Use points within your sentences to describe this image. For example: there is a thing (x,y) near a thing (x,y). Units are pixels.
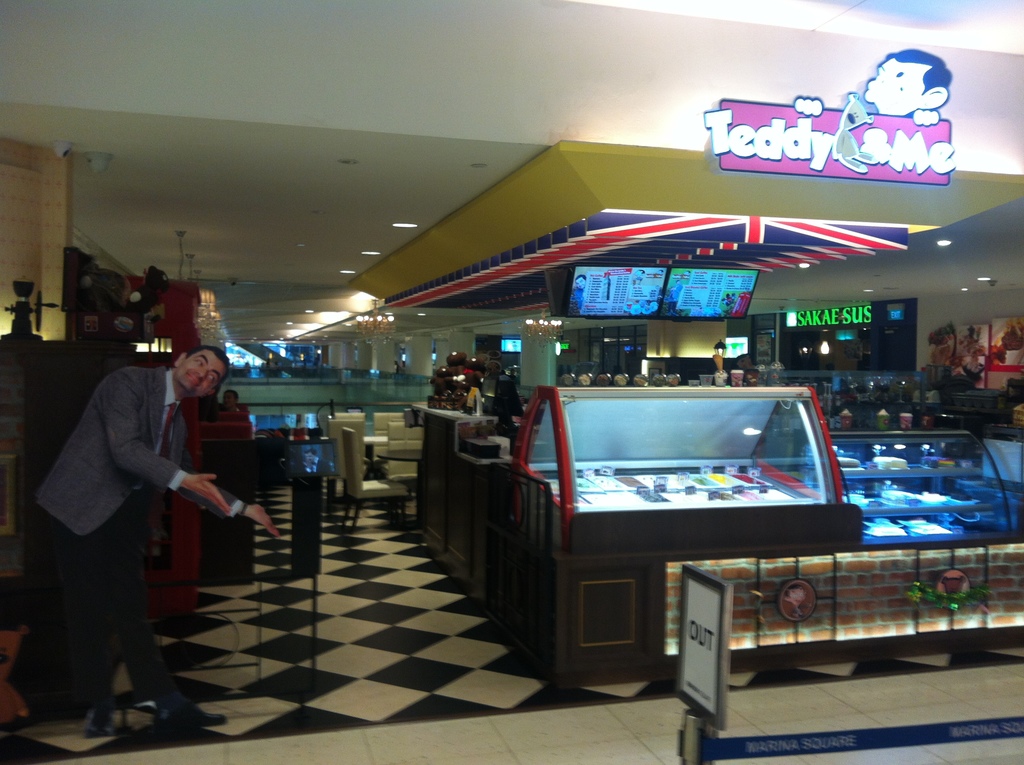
In the image there is a man (113,425) standing on the left side (113,395), on the right side (746,501) there are cakes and ice creams (623,486) inside a glass table (860,483), it seems to be a bakery (512,211) and behind it there are dining tables (375,454) and chairs (355,474), there are lights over the ceiling (795,281) with a screen (648,287) and in the back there are escalators (260,355), it seems to be in a shopping mall (343,383).
